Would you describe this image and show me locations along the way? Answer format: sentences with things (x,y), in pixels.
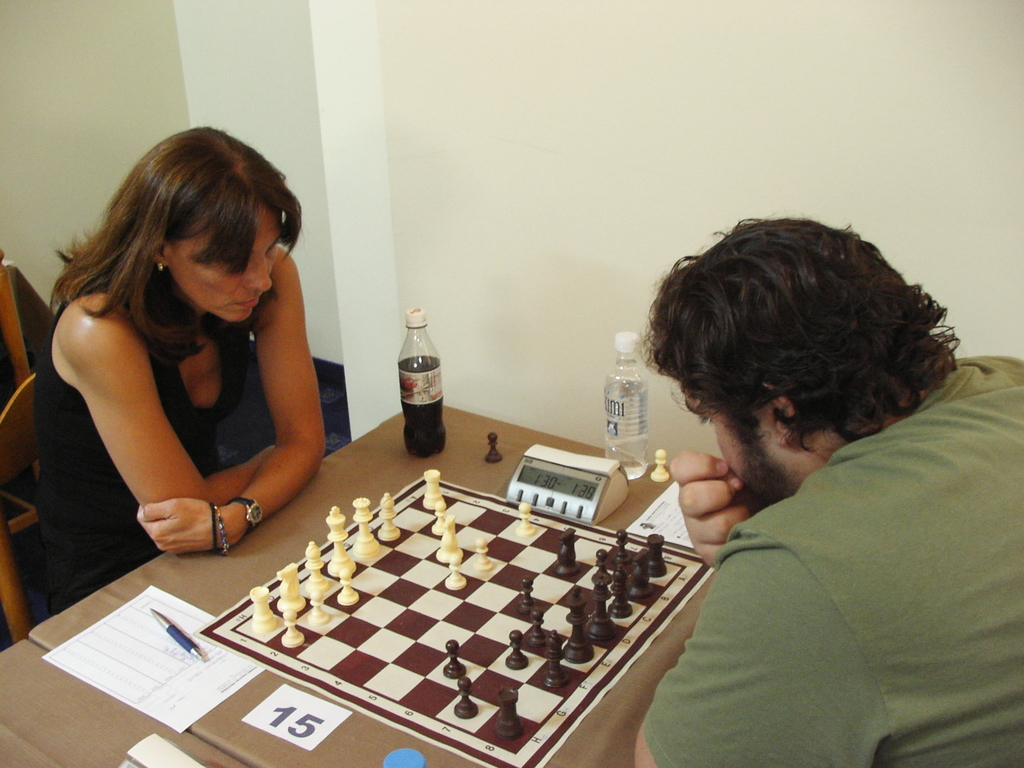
In the center of the image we can see two persons (936,723) are sitting on the chairs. Between them, we can see a table (266,736). On the table (257,736), we can see the papers (178,670), bottles (439,421), one chess board (592,560) with chess coins (639,576) and some objects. In the background (44,152) there is a wall (494,102) and one wooden object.
